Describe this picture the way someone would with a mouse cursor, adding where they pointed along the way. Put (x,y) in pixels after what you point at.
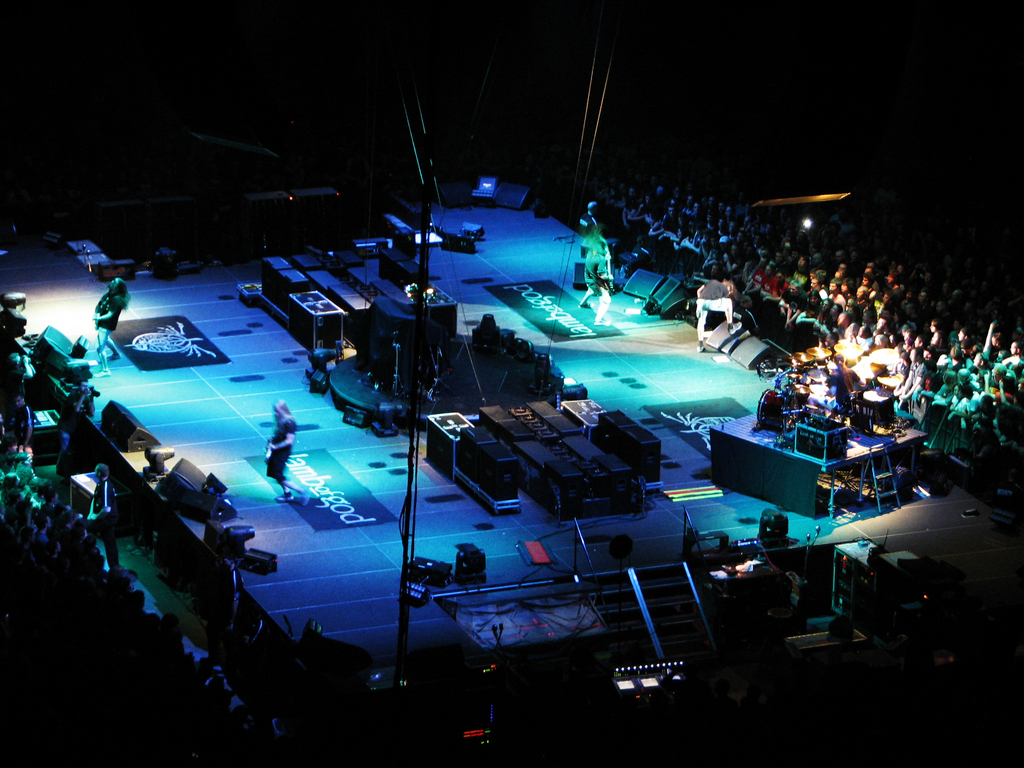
This image consists of few people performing on the dais (647,344). On the dais (662,339), we can see many boxes (433,449) and speakers (580,491) along with the lights (542,379) and mics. On the left (14,631) and right, there is a huge crowd (943,243). The background (836,54) is too dark.
